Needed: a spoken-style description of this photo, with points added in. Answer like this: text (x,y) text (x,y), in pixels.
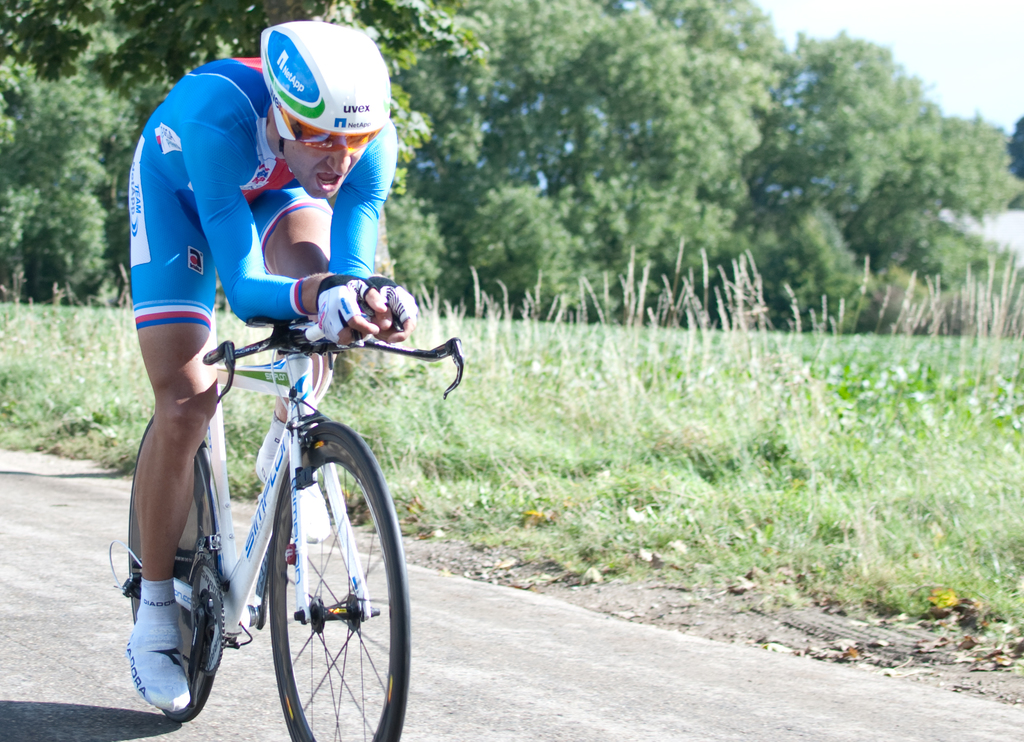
In this picture we can see a person (167,307) is riding a bicycle (224,564) on the road (153,716). Behind the person (257,231), there are trees (510,160), grass (802,448) and plants (490,315). In the top right corner of the image (919,44), there is the sky (918,55).
